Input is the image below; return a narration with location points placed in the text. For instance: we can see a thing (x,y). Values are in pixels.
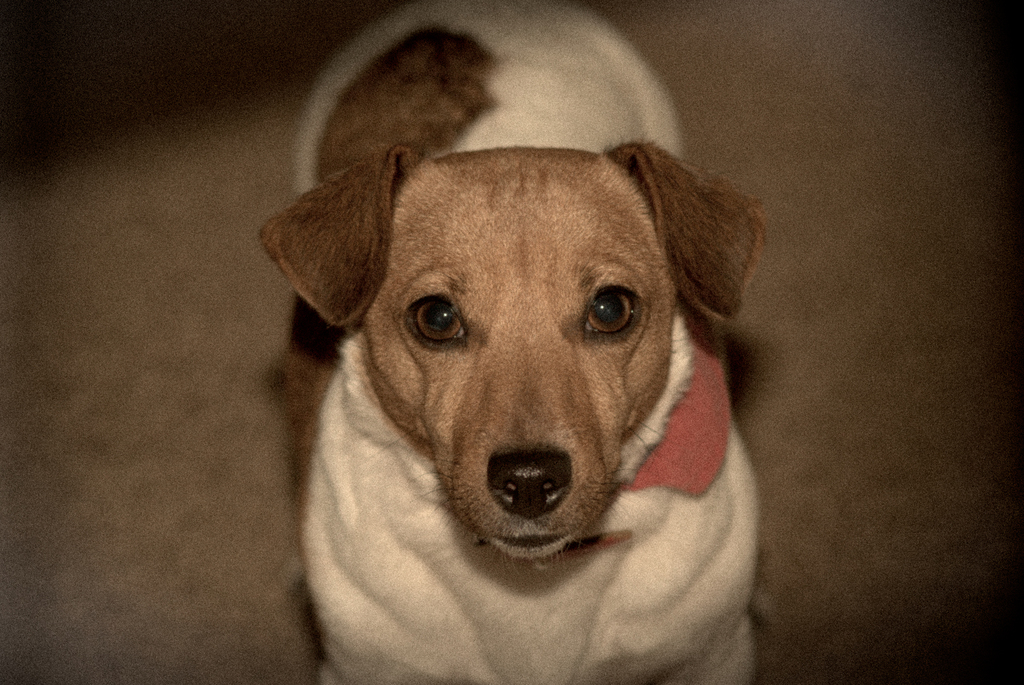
There is a white and brown dog (491,356) is standing. In the background (182,432) it is blurred.
